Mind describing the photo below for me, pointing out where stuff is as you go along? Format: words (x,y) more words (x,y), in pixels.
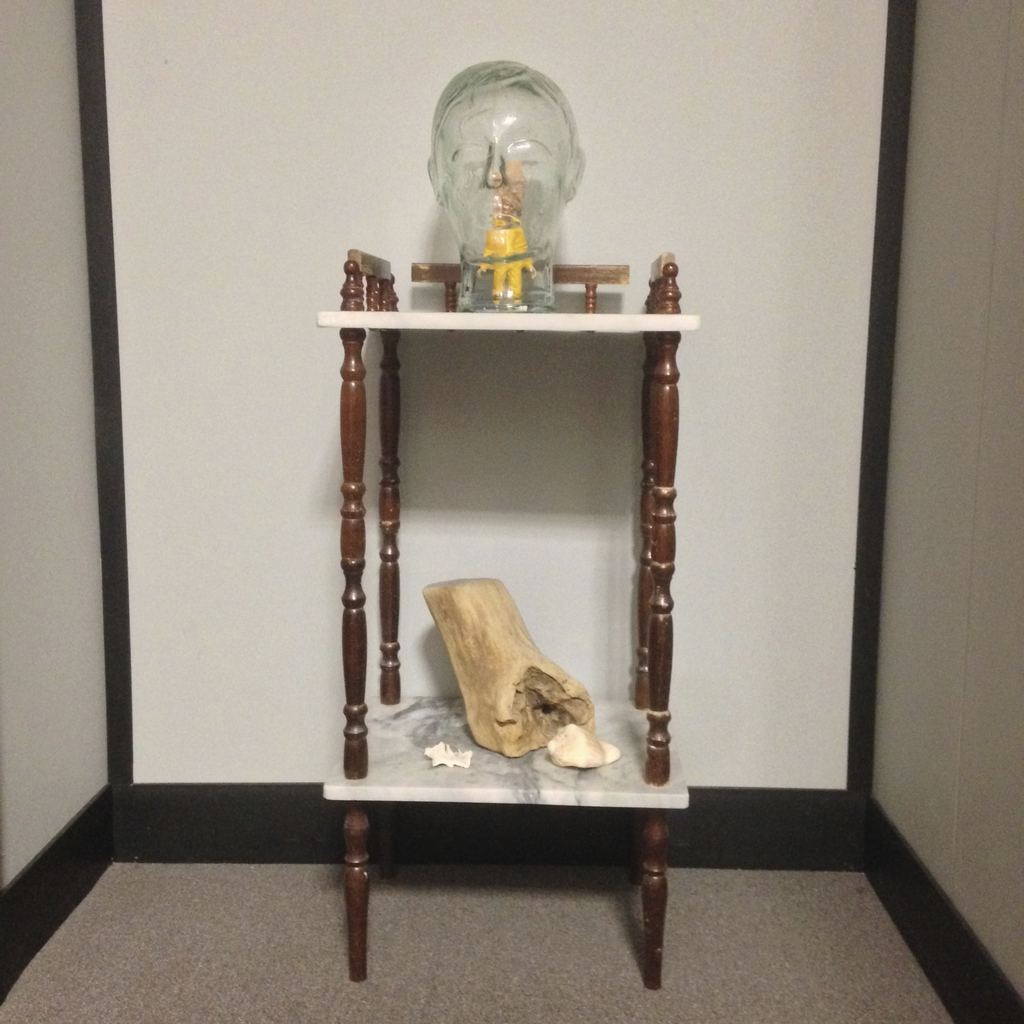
This image is taken indoors. In the background (366,390) there is a wall (569,518). At the bottom of the image (271,943) there is a floor (209,879). In the middle of the image (384,655) there is a rack (384,442). There is a show piece (490,135) on the rack (404,736) and there is an object (525,706) on the shelf (584,792).
